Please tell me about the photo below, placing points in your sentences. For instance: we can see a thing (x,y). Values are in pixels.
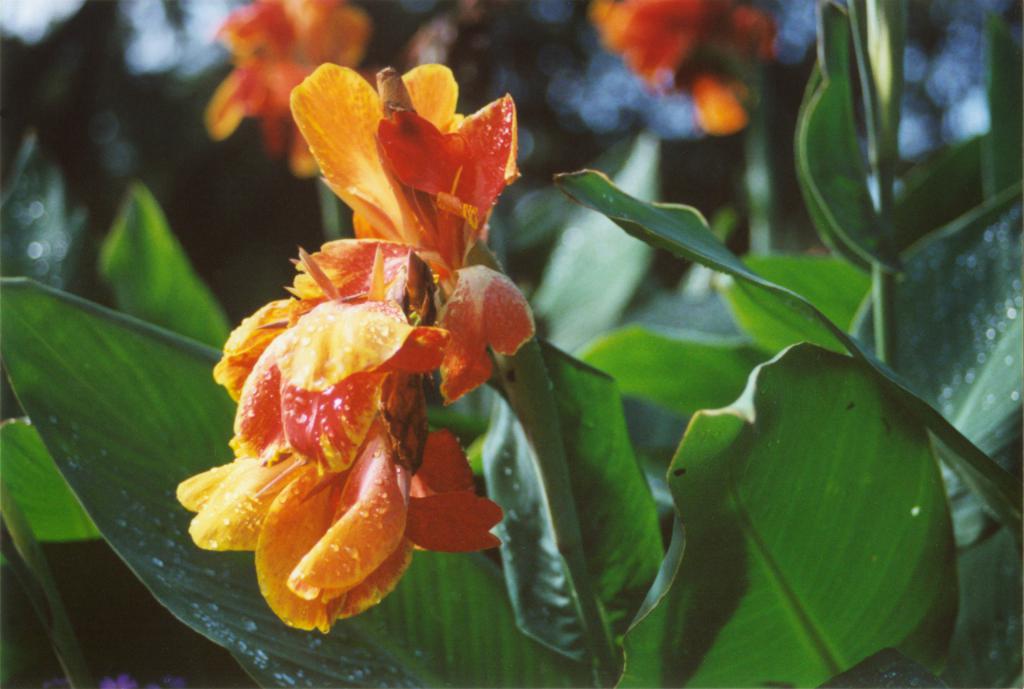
In the center of the image (371,311) we can see plants (607,278) with flowers (453,290). In the background (274,31), we can see it is blurred.
